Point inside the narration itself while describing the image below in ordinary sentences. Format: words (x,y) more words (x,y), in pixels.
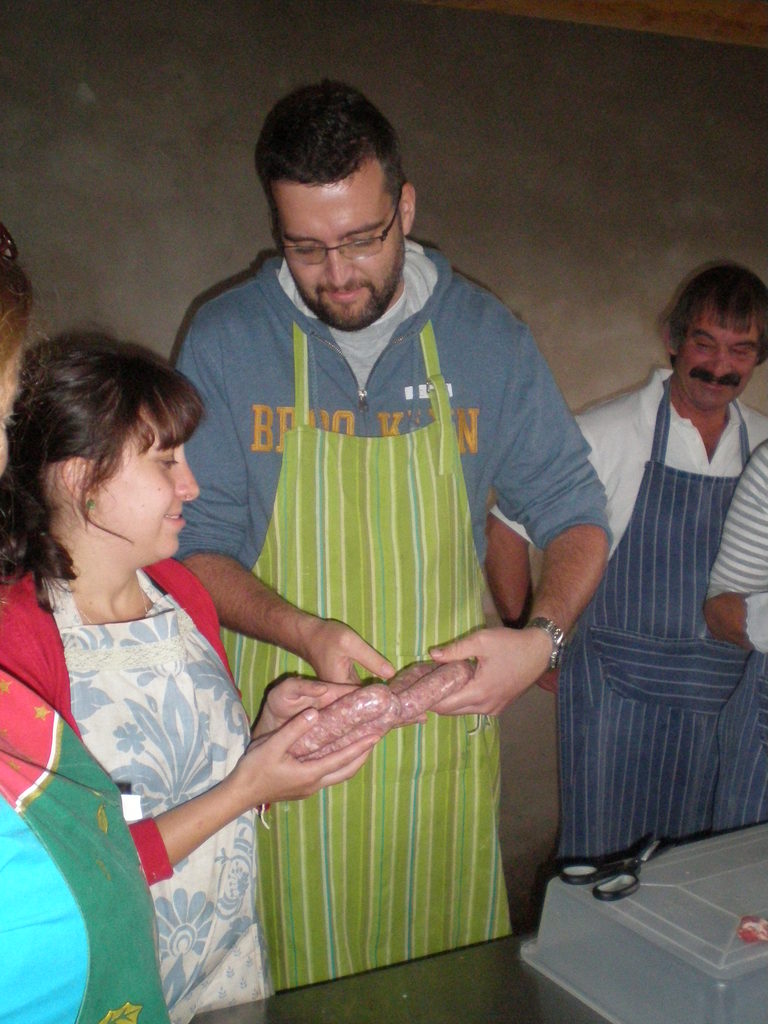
In this picture I can see group of people (454,483) standing, there are two persons (347,646) holding an item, there is a plastic container (634,955) and scissors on the table (495,955), and in the background (554,58) there is a wall (680,216).
